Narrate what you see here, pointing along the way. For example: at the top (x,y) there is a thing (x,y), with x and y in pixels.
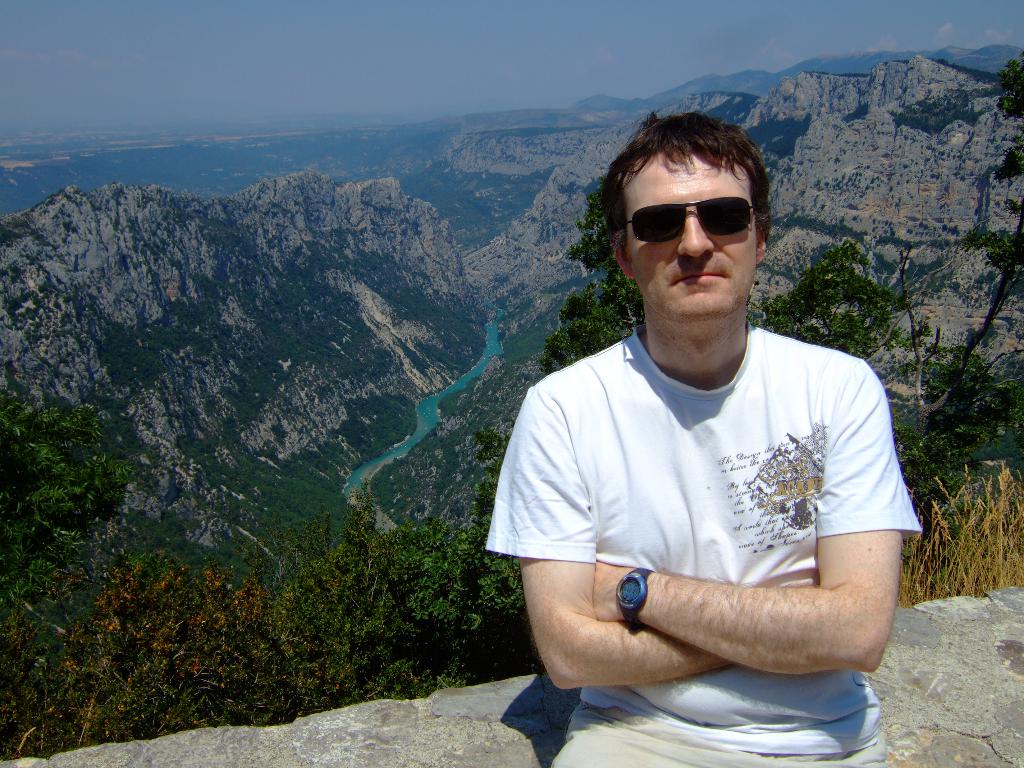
In the image I can see a person (637,422) in white shirt (614,383) and behind there are some mountains (298,413), trees (283,481), plants (48,694) and water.
